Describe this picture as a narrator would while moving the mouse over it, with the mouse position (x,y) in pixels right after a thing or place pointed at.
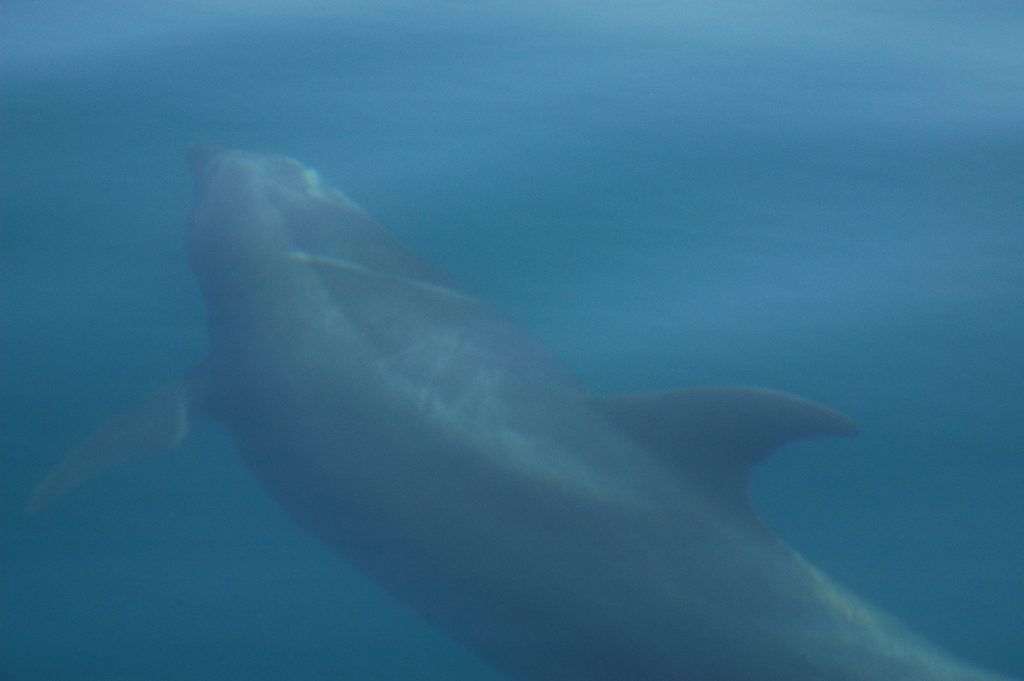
In this image it looks like a dolphin (442,416) in the water (744,261).
